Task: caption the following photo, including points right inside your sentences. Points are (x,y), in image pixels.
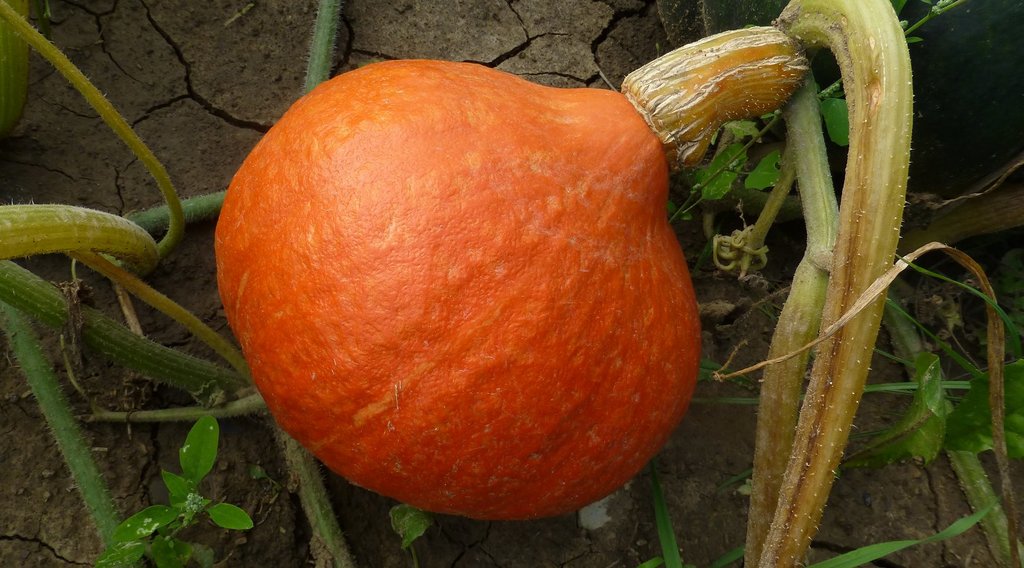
In this image there is a pumpkin (461,289) to a plant (712,92) which is on the land (690,226). There are few plants (190,472) on the land (245,13).
